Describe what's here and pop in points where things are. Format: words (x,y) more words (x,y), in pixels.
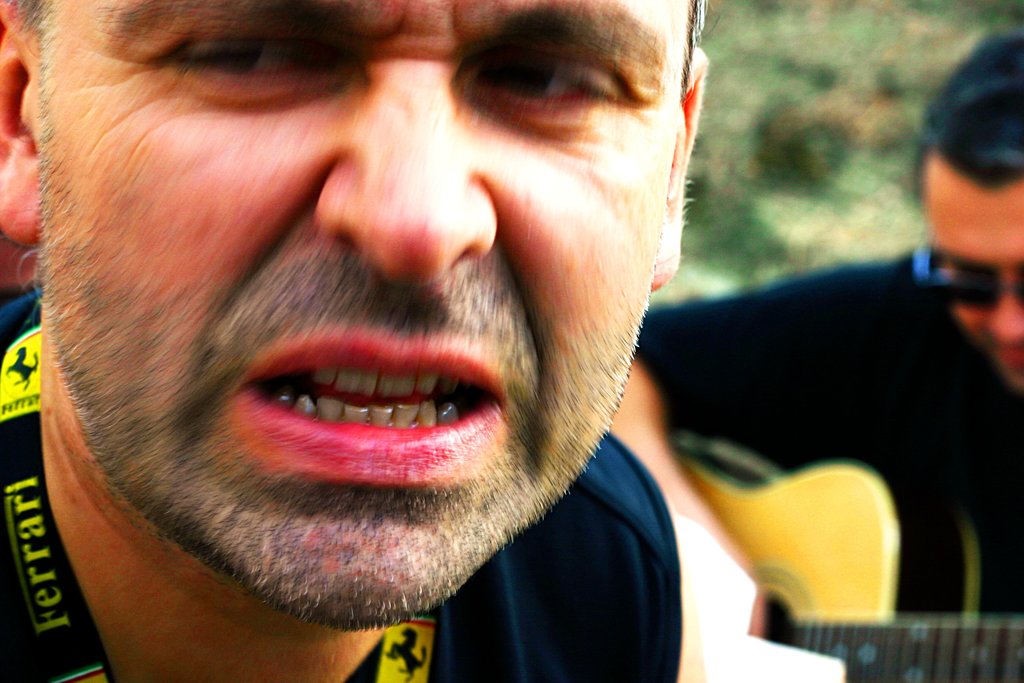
In this picture we can see two men (819,430). He has goggles (966,304) and he is playing guitar (856,533).
